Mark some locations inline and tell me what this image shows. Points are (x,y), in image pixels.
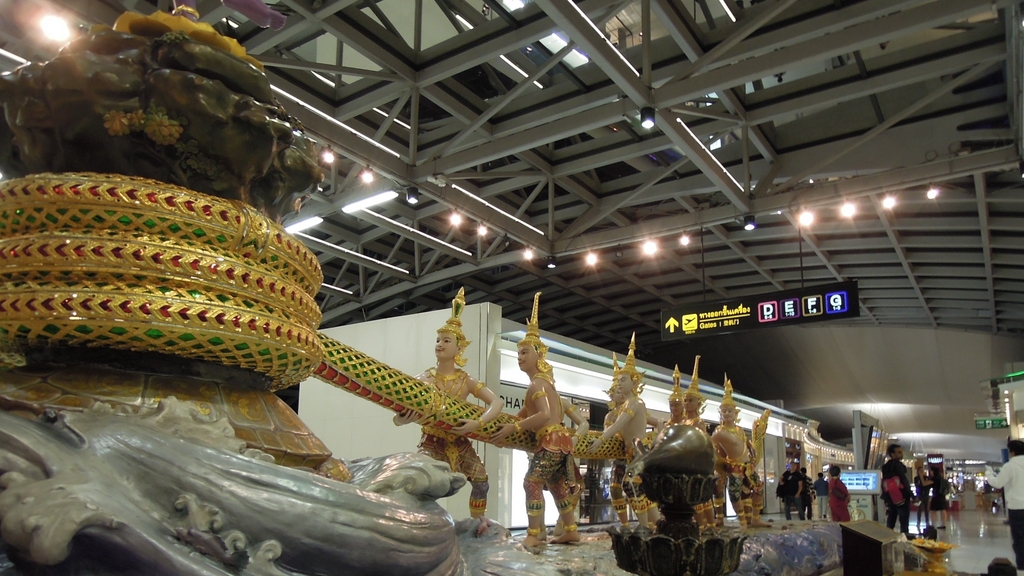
This picture consist of in side view of a building (893,332) and I can see the sculptures (608,432) visible and I can see the persons (1020,506) visible and at the top (935,60) I can see the roof (694,184) and lights (357,253) attached to the roof (872,267) and I can see a sign board (857,310) in the middle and I can see a room (745,396) in the middle (519,379).
